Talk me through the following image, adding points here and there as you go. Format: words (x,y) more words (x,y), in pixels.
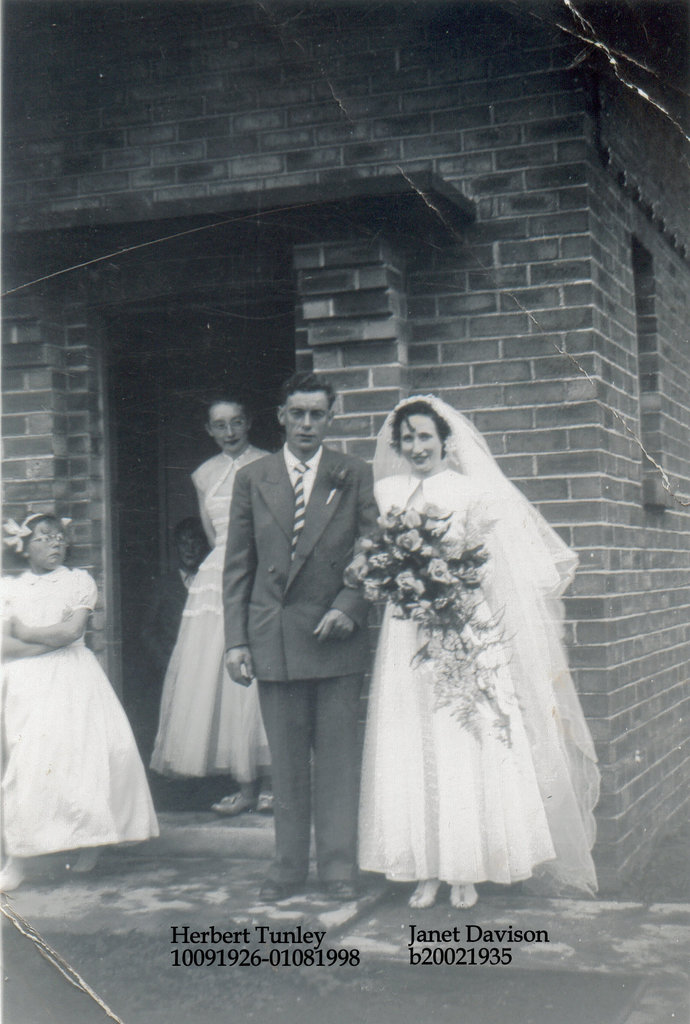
In this image I can see the black and white picture in which I can see few persons (321,577) standing and a building (536,260) which is made up of bricks (483,223). I can see a woman (428,480) is holding a flower bouquet (465,580) in her hand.
